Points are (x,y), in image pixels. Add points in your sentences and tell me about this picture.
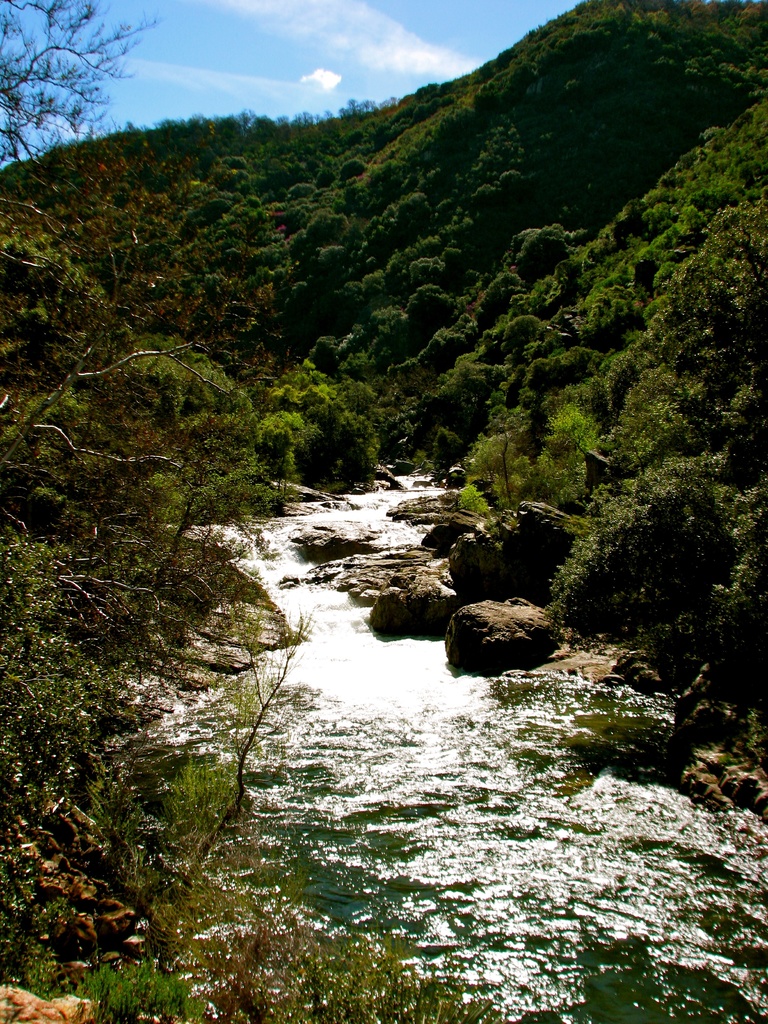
In this image there are mountains (682,348). There are trees (240,240) and plants (123,415) on the mountains (462,403). In the center (376,507) there is water (400,799) flowing. There are rocks (409,609) beside the water (391,507). At the top (342,61) there is the sky (327,41).
